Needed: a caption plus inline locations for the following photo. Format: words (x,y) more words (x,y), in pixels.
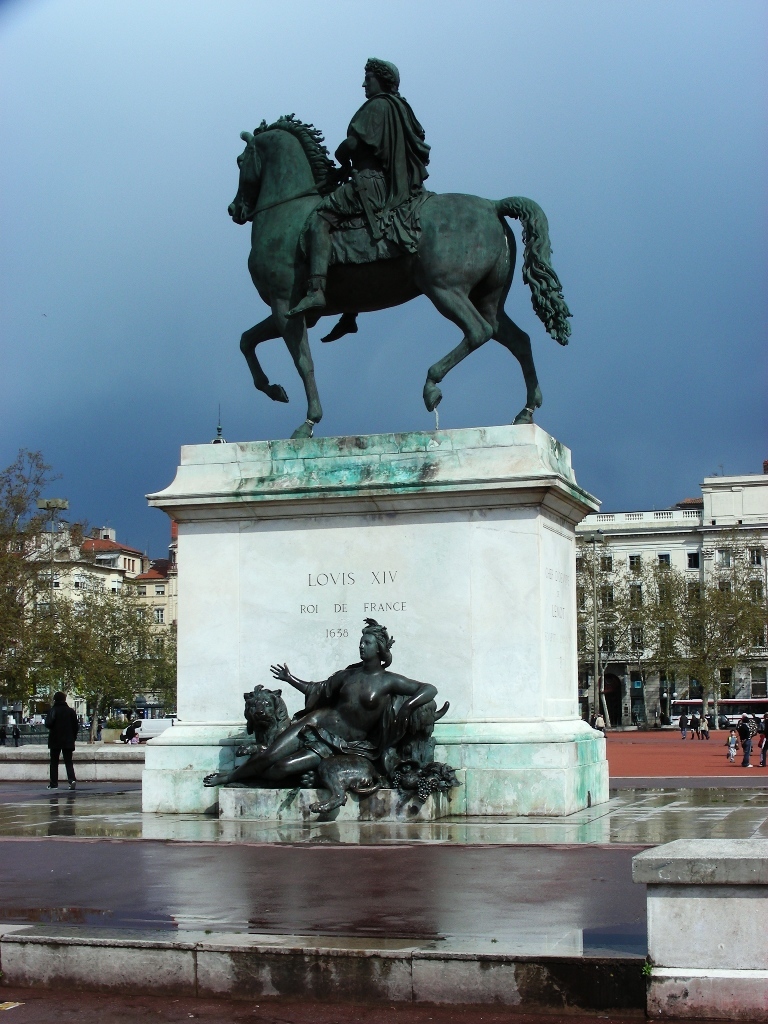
In this image there are two statues (376,694). In one statue (321,266) a person (322,229) is sitting on the horse (392,265). In one statue (373,217) a person (388,165) is sitting on the horse (284,235). Other statue (337,684) is having a person (337,684) sitting beside animal (267,717). Left side (24,789) there is a person (51,774) walking on the road (43,800). Right side (749,749) few persons (745,729) are on the land (689,738). Behind them there is a vehicle (722,703). In background (756,580) there are few trees (5,615) and buildings (756,580). Top of image (677,215) there is sky (621,230).
